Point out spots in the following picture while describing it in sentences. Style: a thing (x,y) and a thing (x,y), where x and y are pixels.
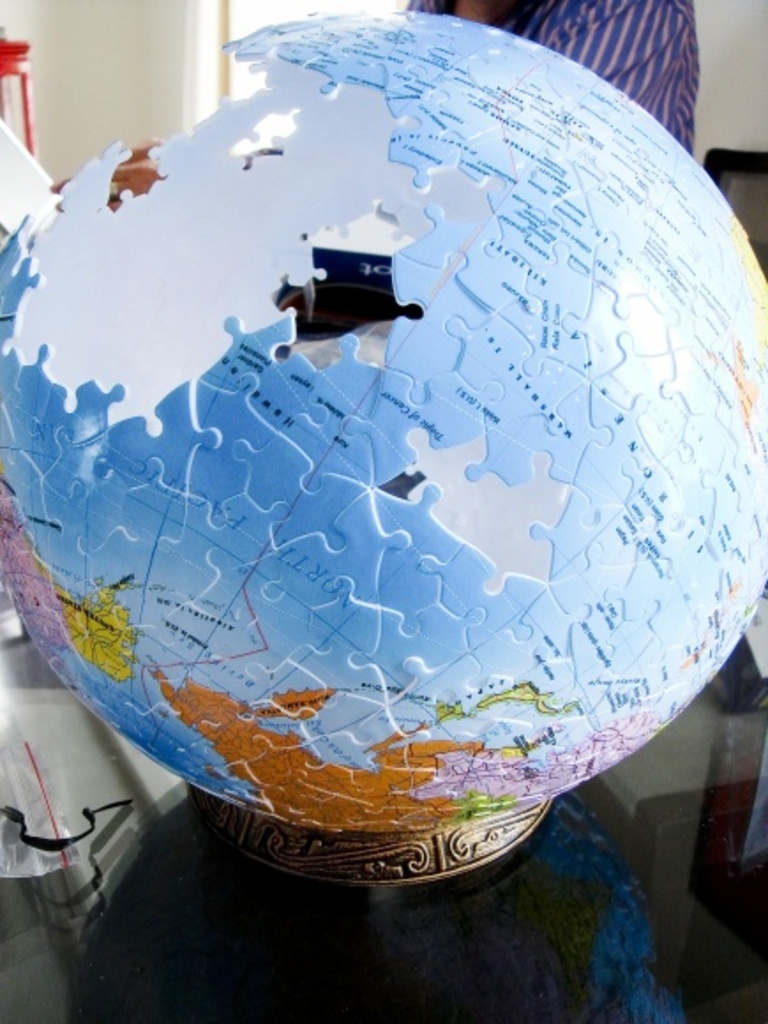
In this picture we can see a globe (262,740). There is a person (668,83) and a wall (700,46) in the background (668,24).
